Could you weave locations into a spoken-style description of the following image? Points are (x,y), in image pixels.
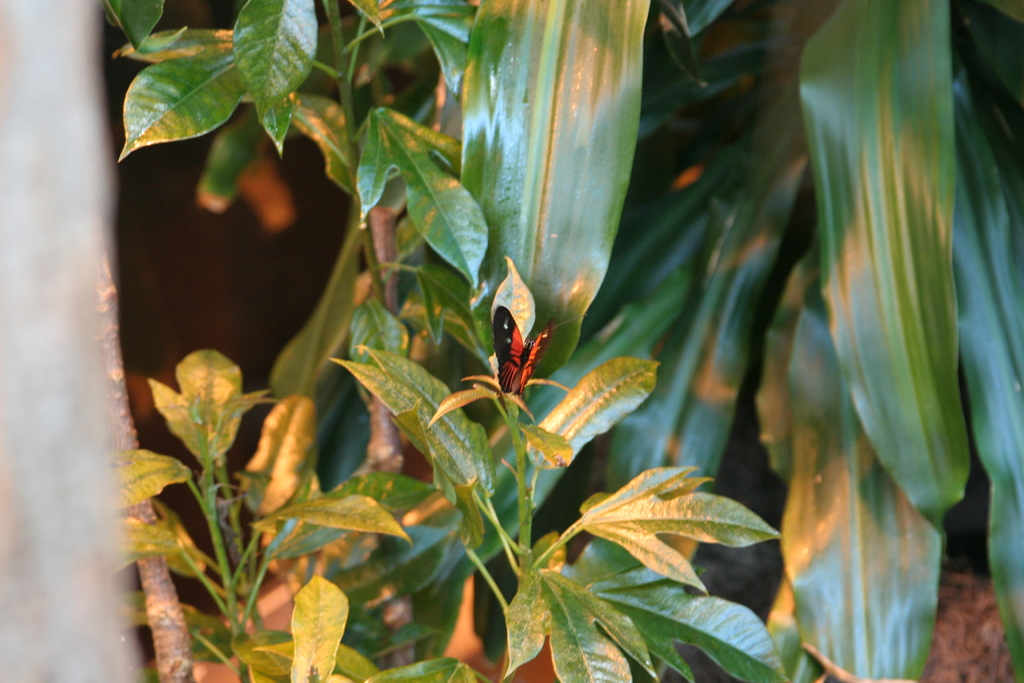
This image I can see a butterfly (522,386) sitting on a plant (529,320). I can see leaves (337,150) and other plants (464,67).
